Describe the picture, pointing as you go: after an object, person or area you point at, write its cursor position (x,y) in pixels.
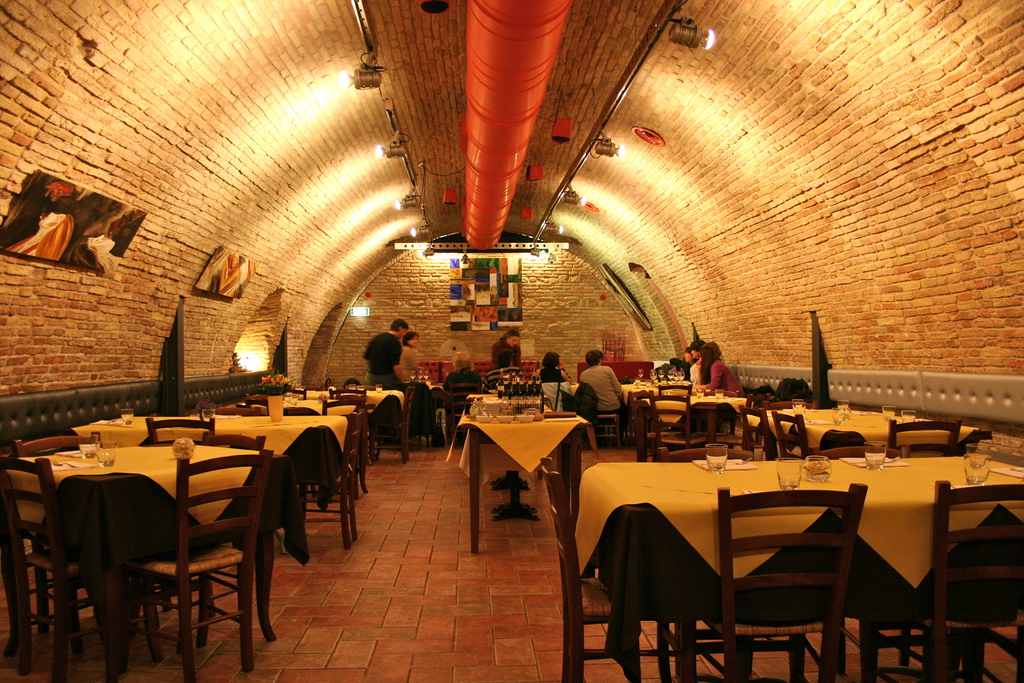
This is the picture of the inside of the restaurant (780,463). There is a table (184,430) and chair (182,523). There is a glass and tissue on a table (182,444). Some persons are sitting in a chair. Some persons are standing. We can see in the background (284,146) there is a some bricks red walls (297,164).
